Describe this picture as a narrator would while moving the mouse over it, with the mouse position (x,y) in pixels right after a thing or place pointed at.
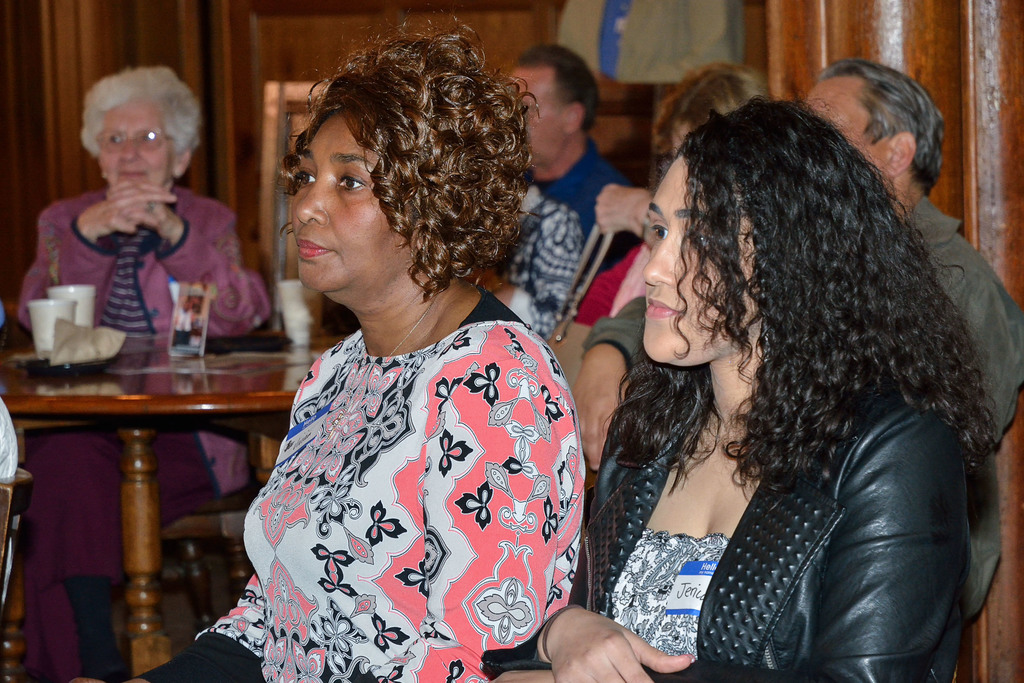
In the image there are two women (347,394) and behind them there are a group of people (212,328) sitting around a table (86,375) and on the table (99,377) there are two glasses (71,307) and in the background (130,32) there is a wooden surface (782,89).
